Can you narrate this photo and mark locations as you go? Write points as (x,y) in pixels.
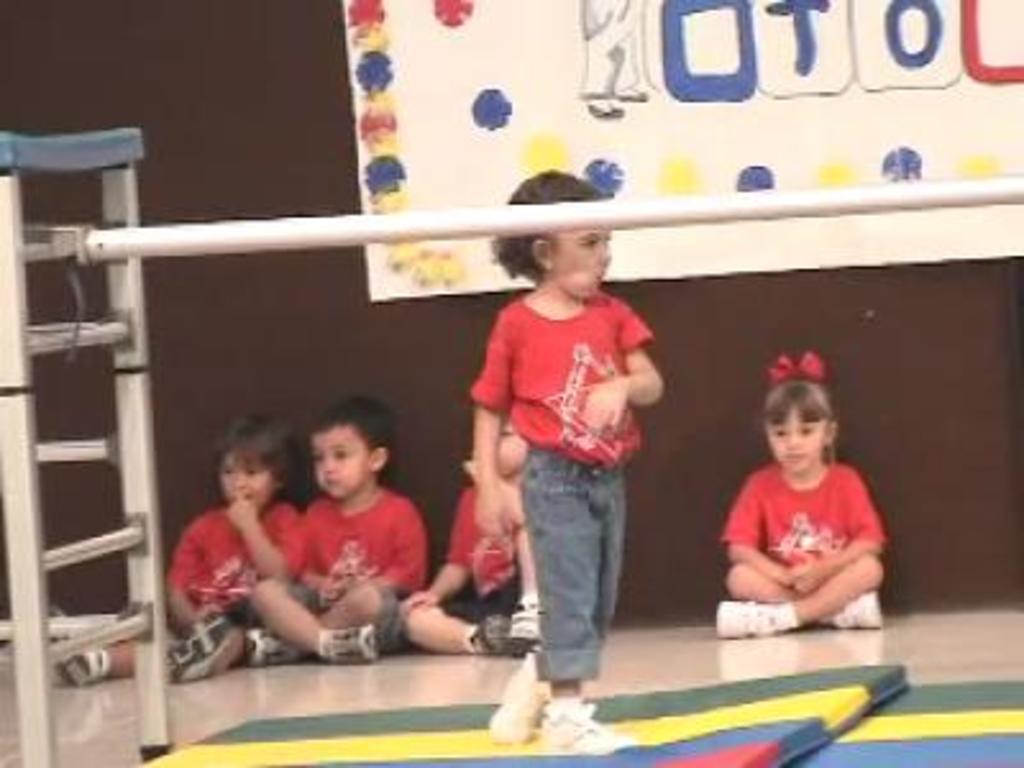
In this picture we can see few children (204,568), among them one girl (554,455) is standing, behind we can see board (366,204).
